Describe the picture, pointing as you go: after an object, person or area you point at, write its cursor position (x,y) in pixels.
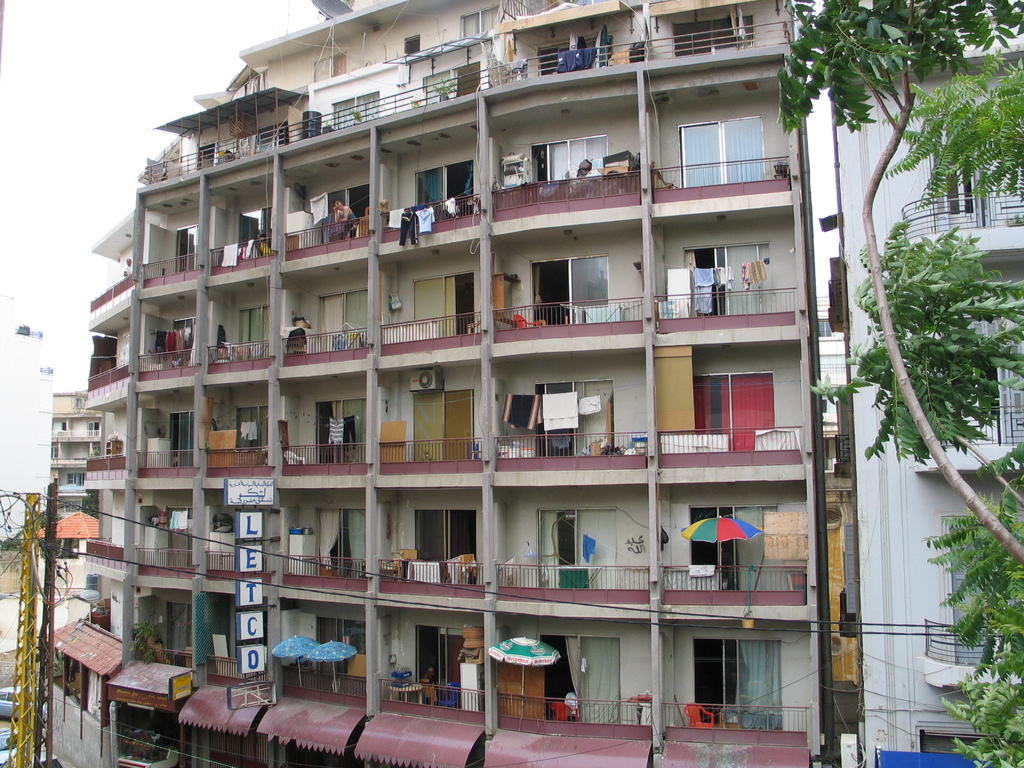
In this image I can see the building (378,378) with windows (605,538) and the railing (568,602). I can see some clothes (401,216) on the railing (387,221). I can see the boards (239,657) and some colorful umbrellas (493,657) to the building (566,662). To the right (923,348) I can see the tree (927,309). To the left (57,149) there is a crane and the sky (49,211) in the back (77,89).
